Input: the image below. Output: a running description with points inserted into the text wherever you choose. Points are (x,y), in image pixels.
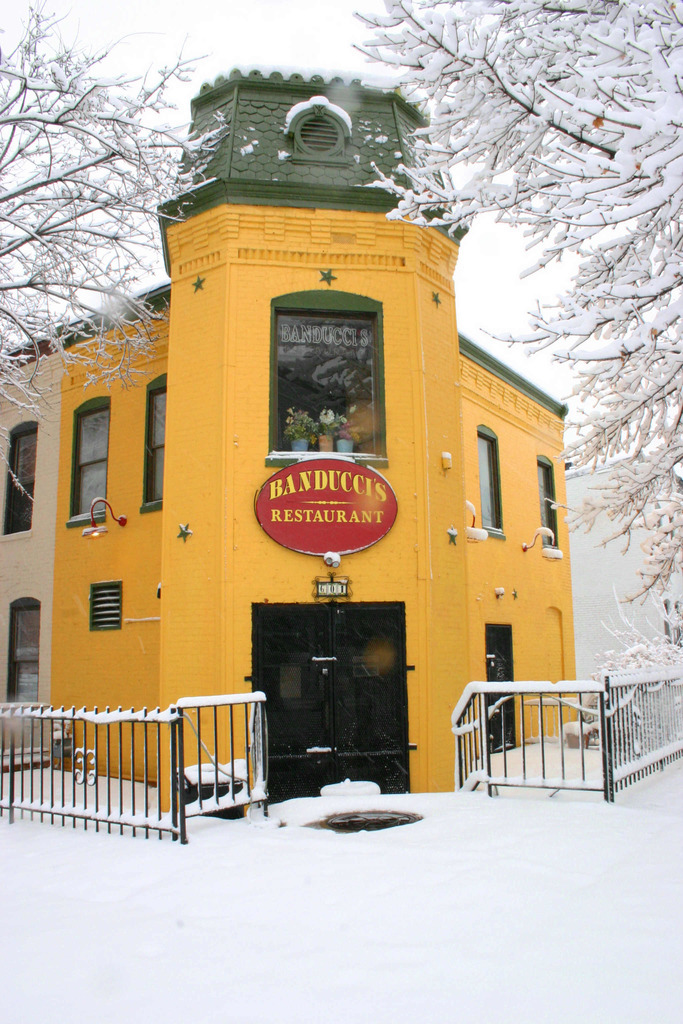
This is snow (370,914) and there is a fence (488,777). Here we can see a door (305,695), board (299,531), windows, building (340,580), and trees (46,271). In the background (277,34) there is sky (320,62).
